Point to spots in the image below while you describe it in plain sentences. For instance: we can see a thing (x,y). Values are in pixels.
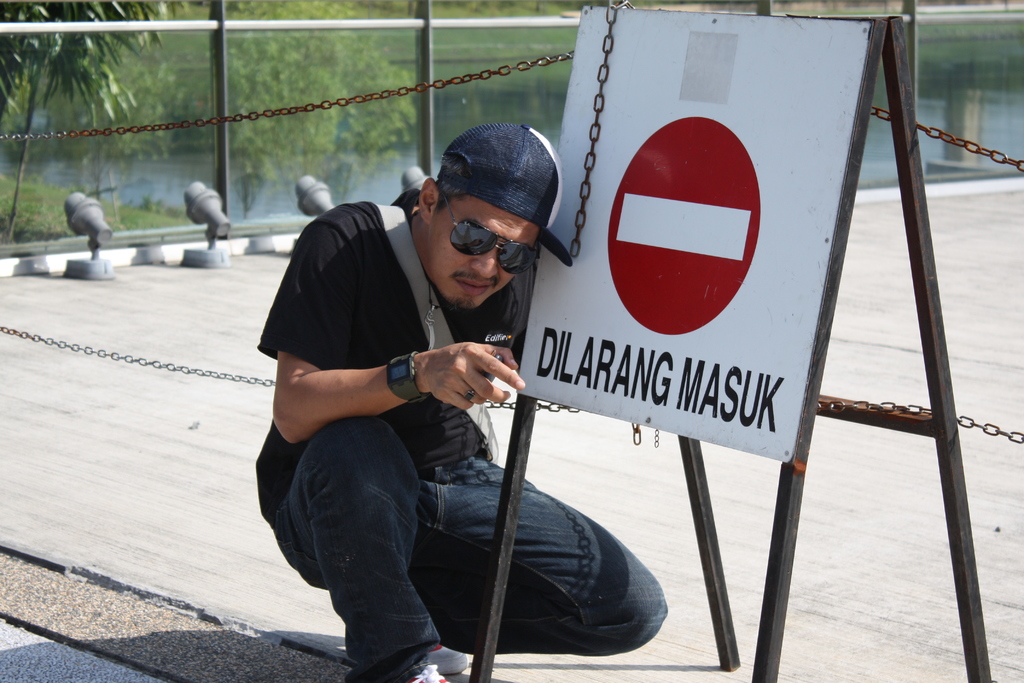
In this image, we can see a person (350,329) wearing glasses (470,238), a cap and a bag (409,243) and we can see a board (654,336) with some text (666,358). In the background (276,134), there are trees (279,95), chains (358,96) and there is water (974,58). At the bottom (717,468), there is a road (989,348).
